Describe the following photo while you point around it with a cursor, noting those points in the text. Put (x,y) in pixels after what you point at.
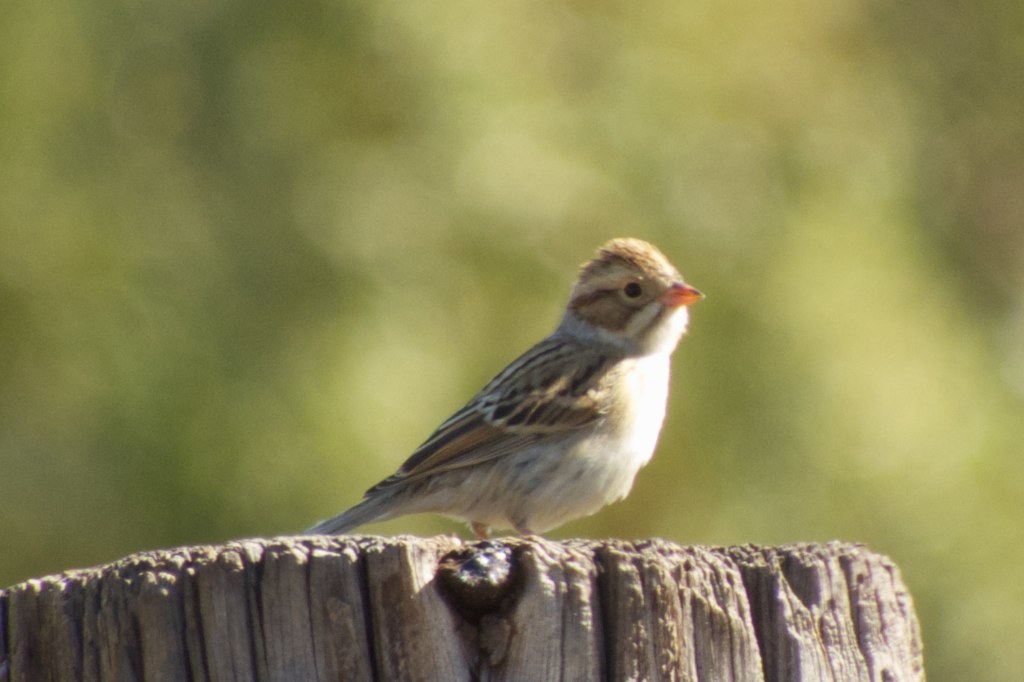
In this picture we can see a bird (370,507) on a tree trunk (623,543) and in the background (297,346) it is blurry.
